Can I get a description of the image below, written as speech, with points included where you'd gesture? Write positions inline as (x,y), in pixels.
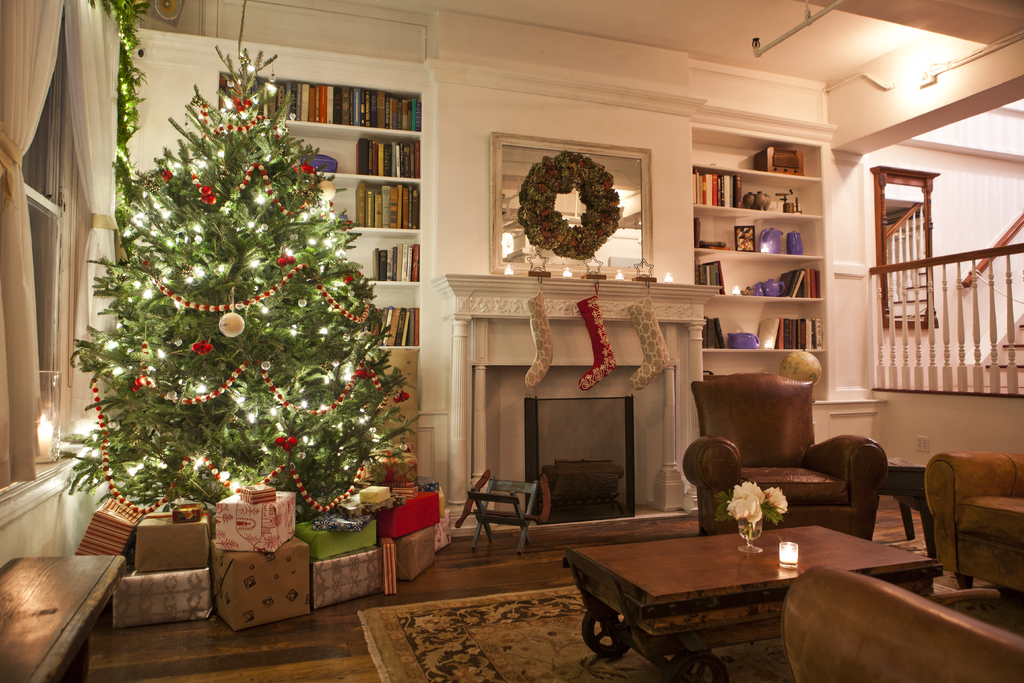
In this picture we can see a wall (1015,200) and shelves (408,134). We can see books (397,251) in shelves (762,260). Here we can see christmas tree (100,294) which is decorated very beautifully. This is a floor (299,664) and a carpet (515,654). here these are chairs (729,441) and a table (778,554) and on the table (778,561) we can see candle glass (784,557) and a flower vase (754,543). These are stairs (891,333) inside the house (616,341).
